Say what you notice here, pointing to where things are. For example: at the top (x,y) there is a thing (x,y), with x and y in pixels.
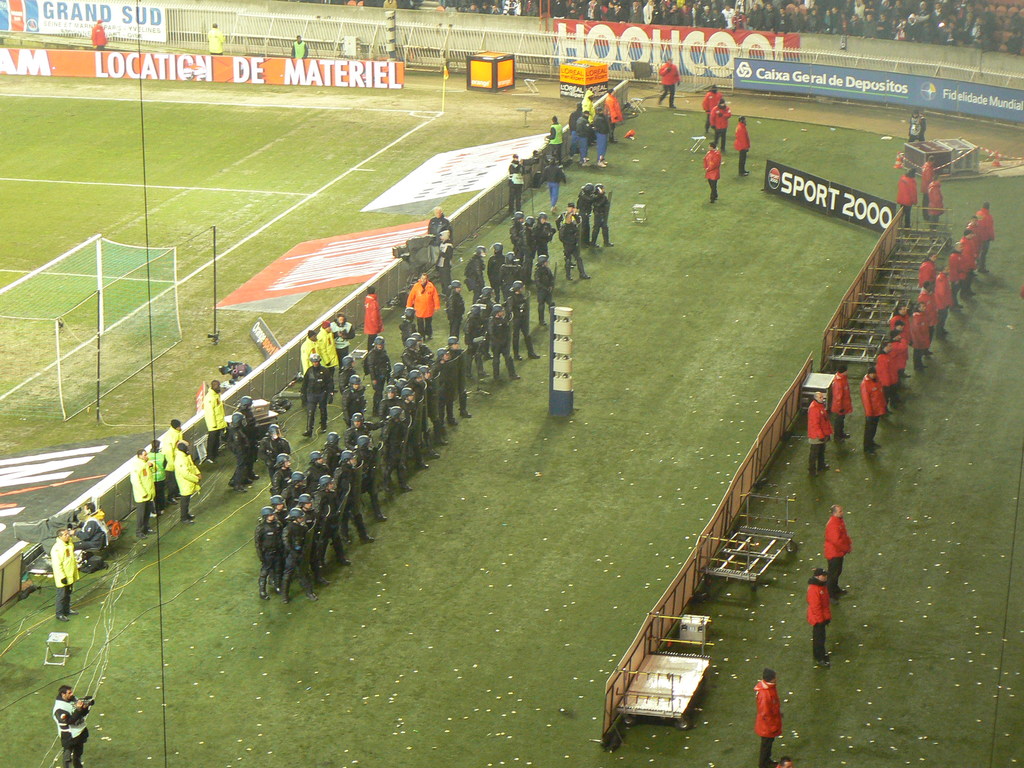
In this picture, we can see a few people (179,479) in a stadium (594,645) and a few (399,482) in the ground (422,502) with grass (599,292), and we can see some objects (883,234) on the ground (706,431) like football court (134,317), posters (879,217) and some poles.
